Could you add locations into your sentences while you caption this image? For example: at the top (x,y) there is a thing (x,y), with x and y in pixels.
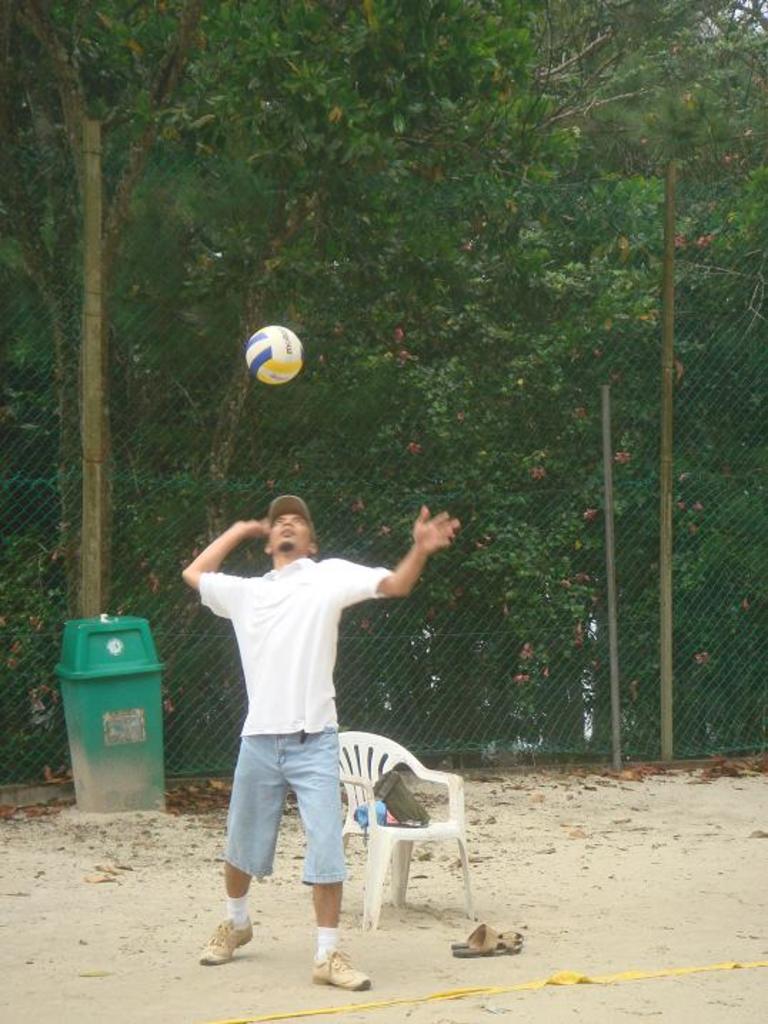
In this picture we can see a man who is playing with the ball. This is chair (350,822). On the background (463,747) there is a fence (520,646). These are the trees (399,236) and this is bin (154,766).
